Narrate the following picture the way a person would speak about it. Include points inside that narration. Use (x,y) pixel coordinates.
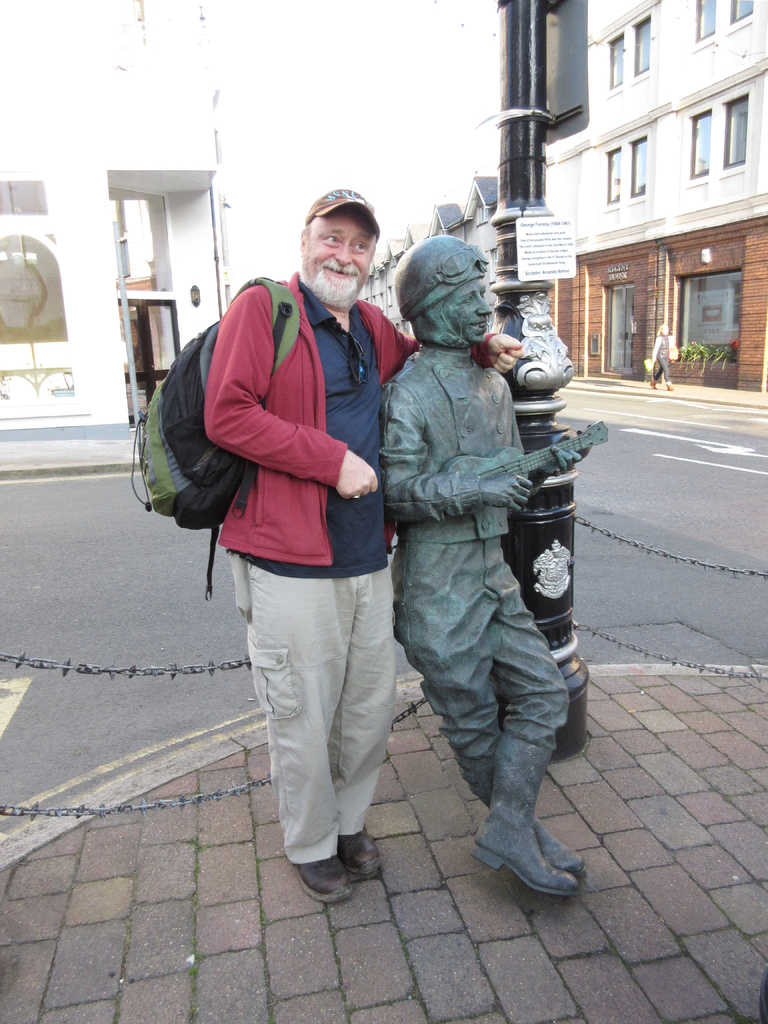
In the center (355,594) we can see one person (358,571) standing and holding backpack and also there is a one statue (472,605). In the background (637,232) there is a building (697,213), pole (509,273), wall (710,373), plant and one woman (663,342) walking on the road (759,547).
